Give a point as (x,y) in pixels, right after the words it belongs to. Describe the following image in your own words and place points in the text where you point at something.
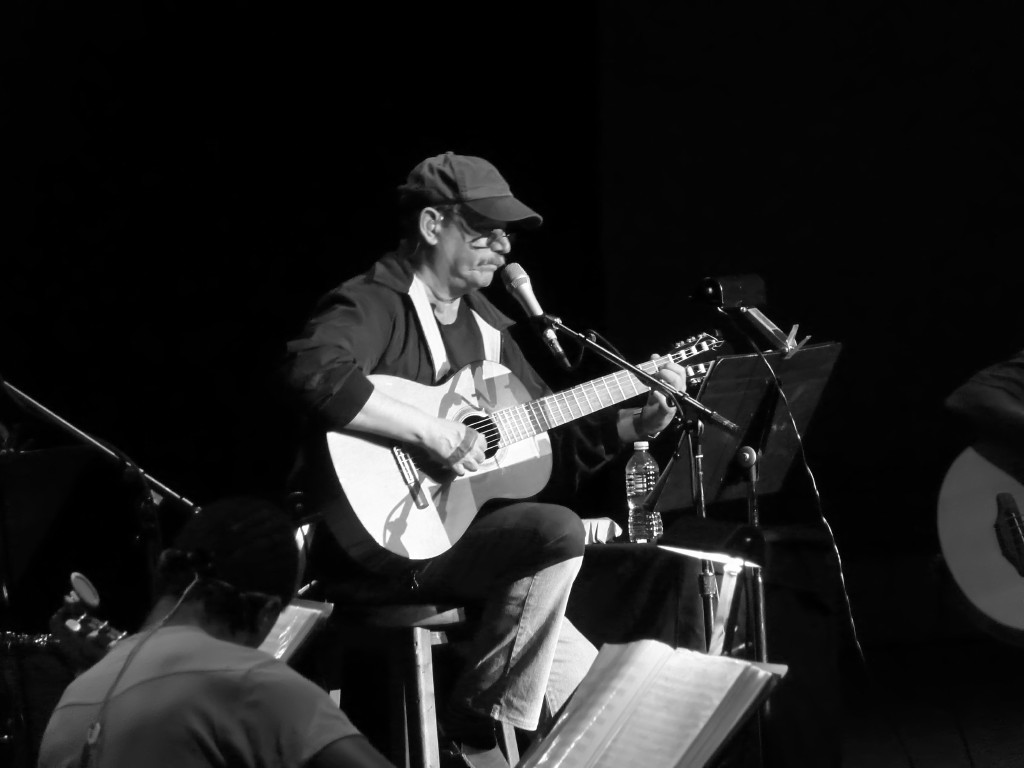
In the image we can see there is a man (416,351) who is sitting and holding guitar (407,480) in his hand (451,443) and the image is in black and white colour.
